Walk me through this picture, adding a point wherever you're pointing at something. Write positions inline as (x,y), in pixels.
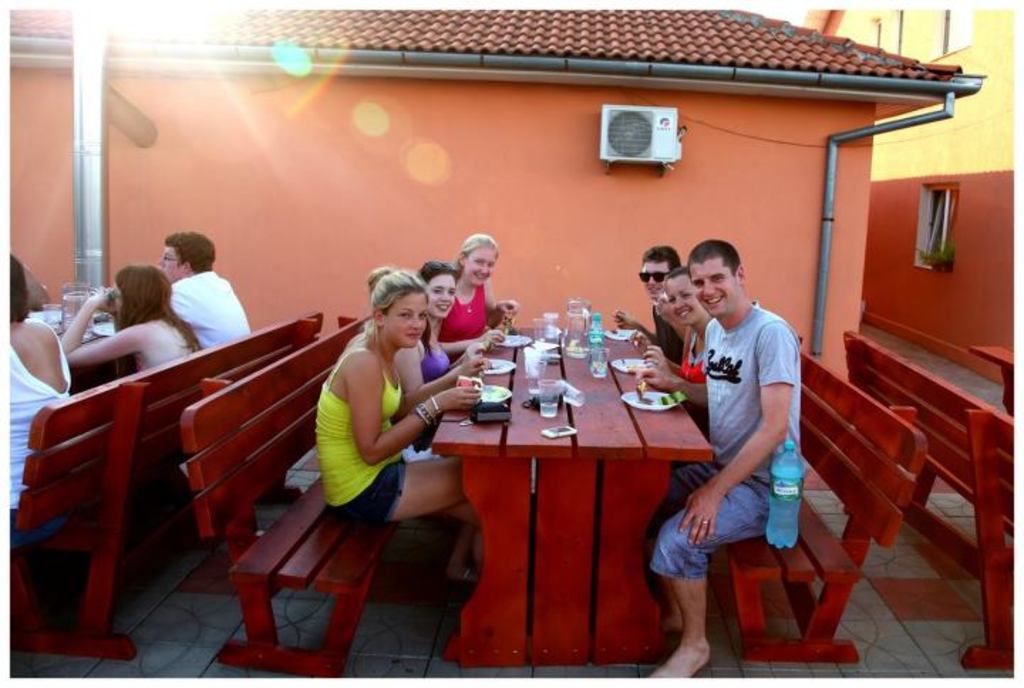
There are some people (423,408) sitting on the bench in front of a table (550,522) on which some plates (653,394), Water bottles (595,347), glasses (554,384) were placed. There are men (754,398) and women (399,379) in this picture. In the background (456,190) there is a house (485,147), condenser (620,148) and a wall (341,183) here.
